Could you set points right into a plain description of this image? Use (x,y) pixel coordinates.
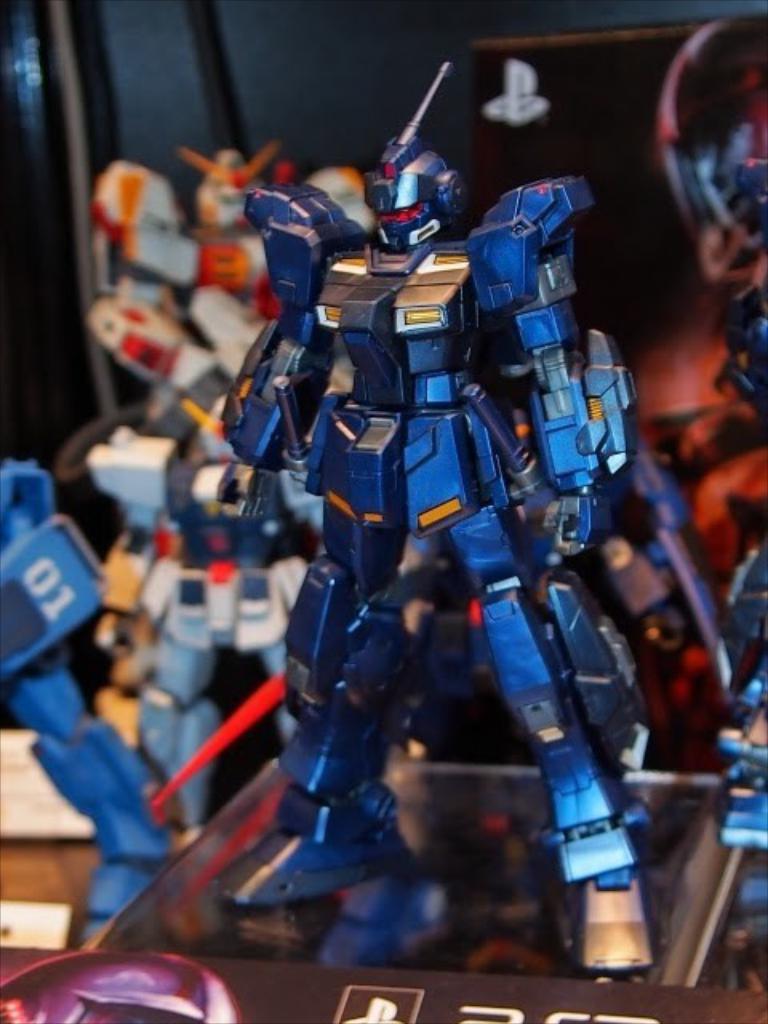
In the picture we can see a toy robot (567,619) which is blue in color and behind it we can see some toy robots (186,390).
